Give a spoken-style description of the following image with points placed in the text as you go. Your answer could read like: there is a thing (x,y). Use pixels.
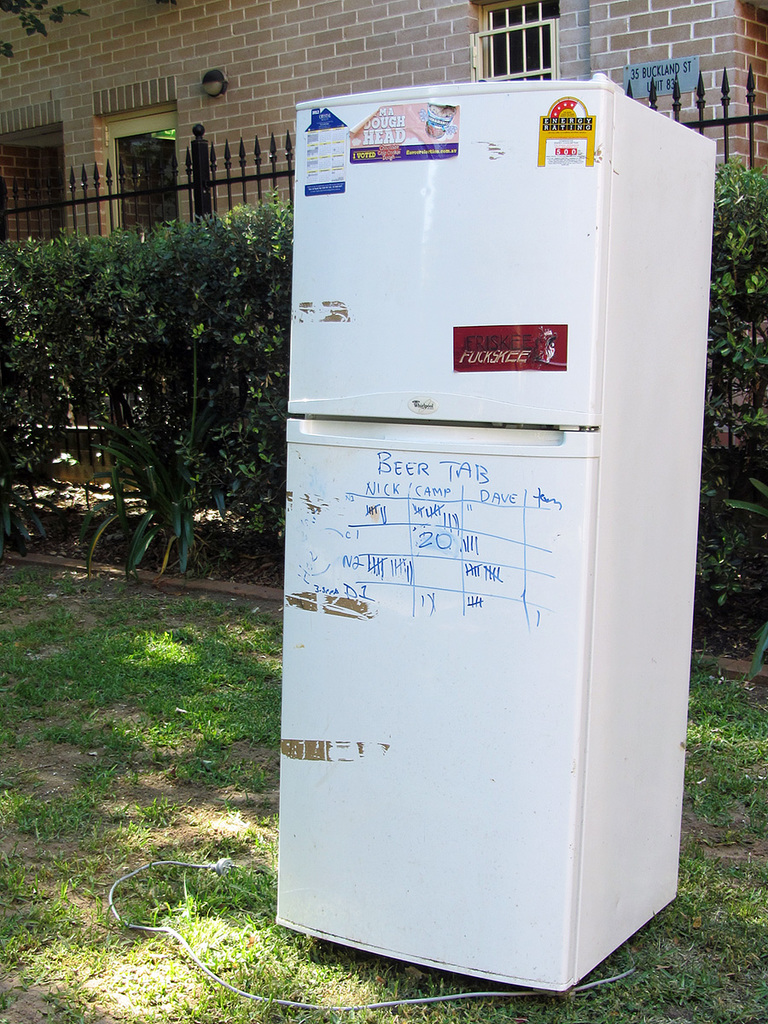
In this we can see a white color fridge (578,626), behind plants (147,335) fencing (84,188) and wall (286,28) is there. And on land (121,1001) some grass (167,823) is present.
